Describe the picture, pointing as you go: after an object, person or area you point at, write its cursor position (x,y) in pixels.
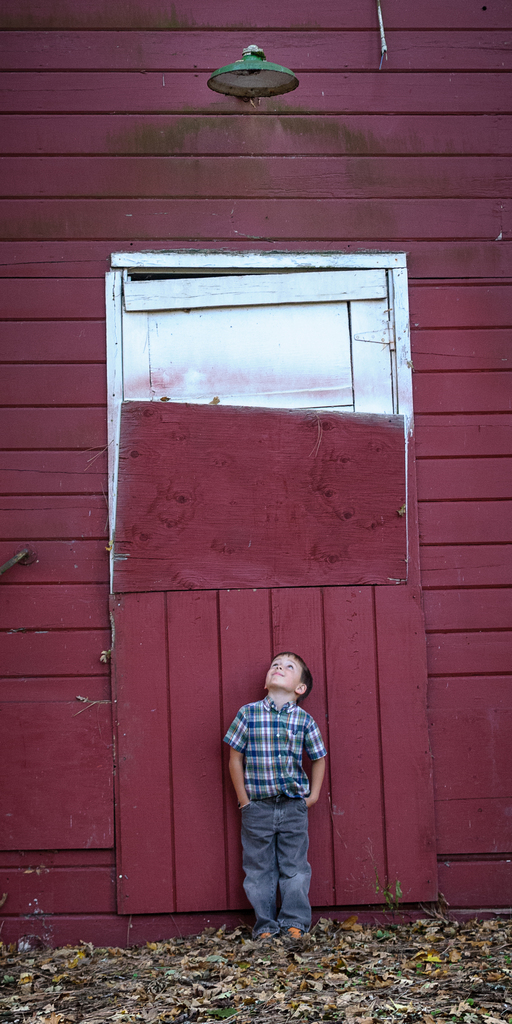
In the foreground of the picture (207,931) we can see dry leaves (218,970) and a kid (256,789) standing. In this picture we can see a wall (459,87) painted red and there is a door (210,438). At the top (230,85) it is looking like a light hanger (261,77).
